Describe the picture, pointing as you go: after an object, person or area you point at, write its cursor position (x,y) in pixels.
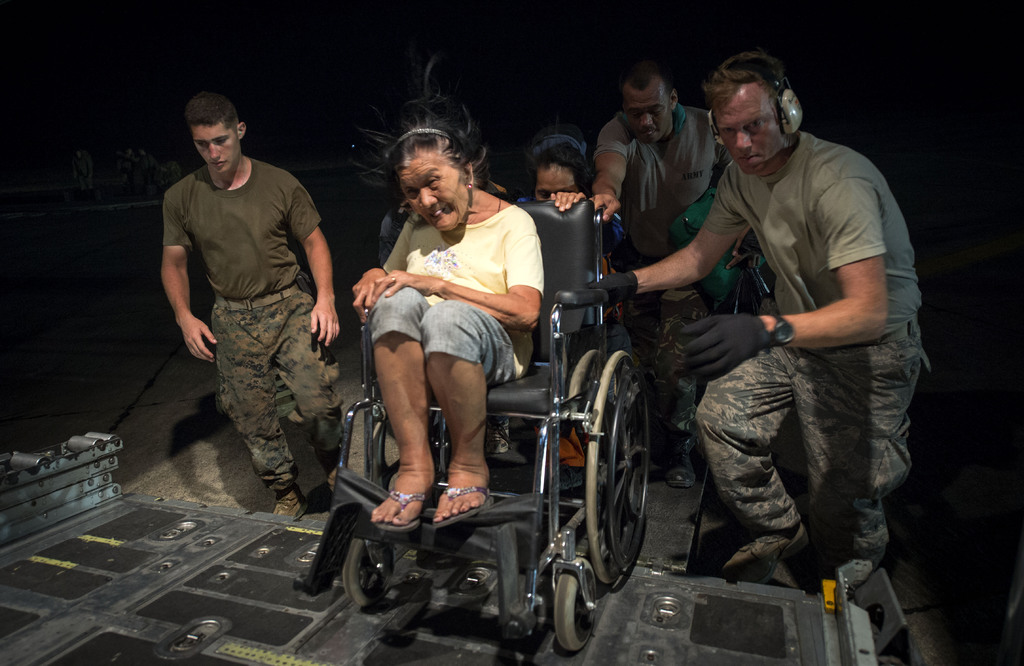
In this image there are a few people (285,242) pushing the wheelchair (537,359) onto the platform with a woman (412,281) sitting on it.
